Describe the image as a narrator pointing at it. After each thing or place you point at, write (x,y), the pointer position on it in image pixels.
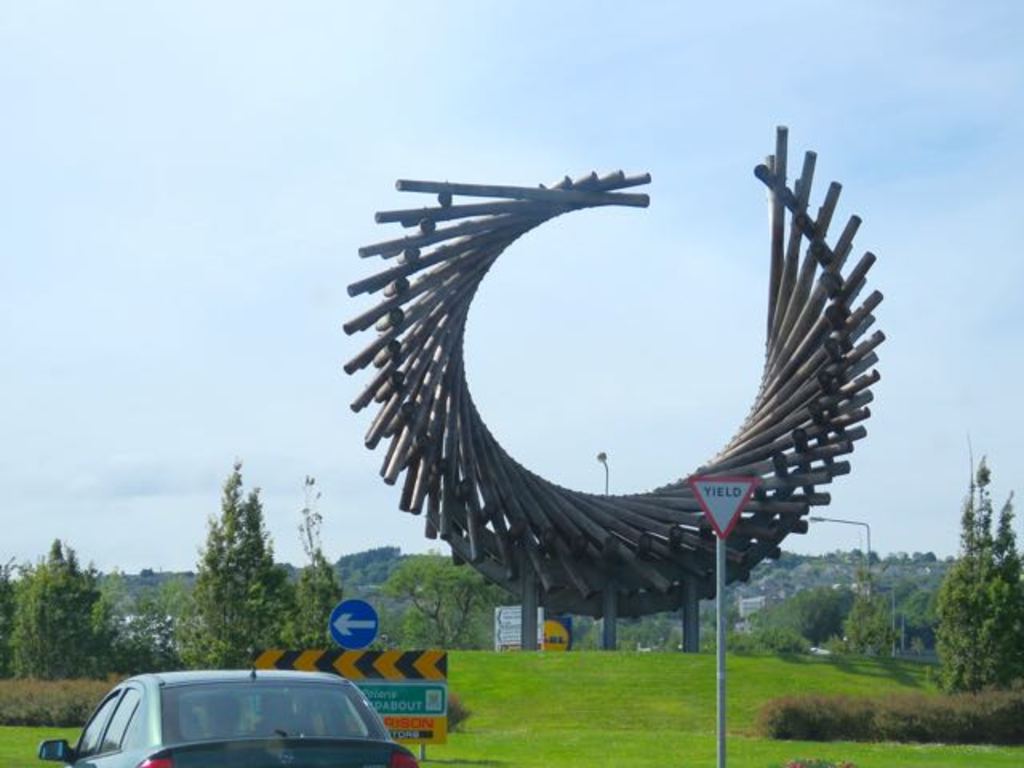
In this picture I can see trees (869,648) and couple of pole lights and a sign board (717,535) to the pole (721,568) and I can see a sign board (389,684) with some text (408,722) and I can see grass (588,688) on the ground (588,688) and a car (151,690) and few plants (859,699) and I can see a architecture (422,327) and a cloudy sky (677,252), It looks like a building (742,599) on the back (759,612).
